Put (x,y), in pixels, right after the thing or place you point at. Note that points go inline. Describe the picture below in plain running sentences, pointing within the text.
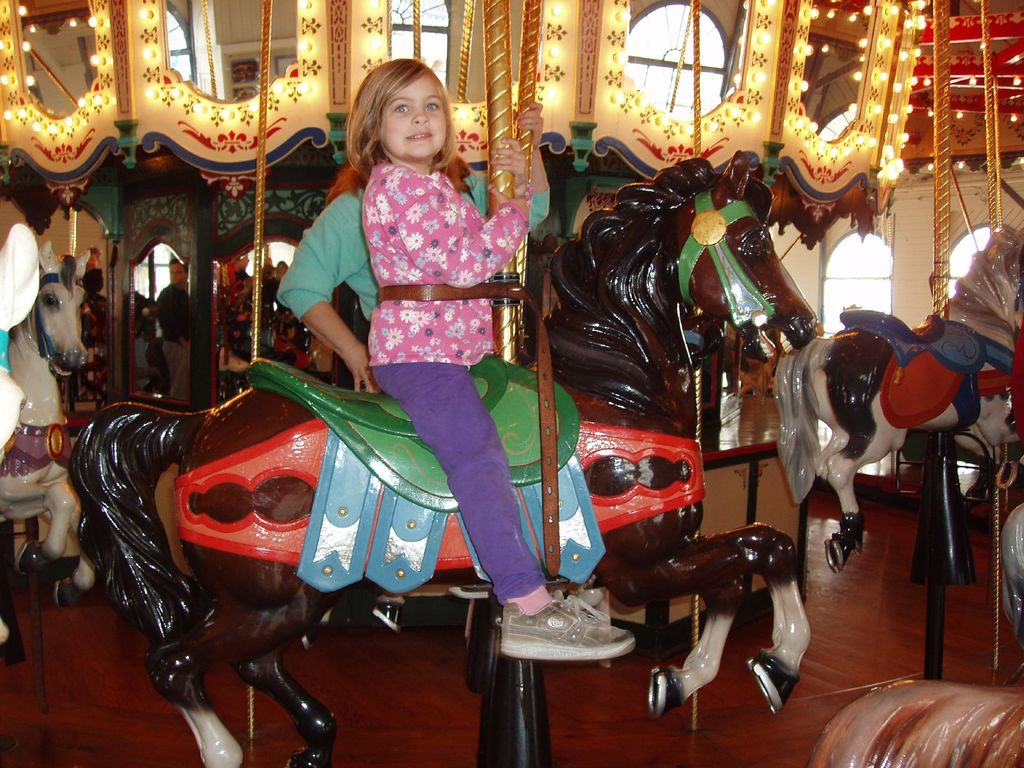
This is the picture taken in a room (980,240), the girl (418,300) in pink shirt (421,237) was sitting on a toy horse (361,524). Behind the girl (421,306) there is other person (358,269) standing on the floor (460,682) and group of people (179,311) are also standing on the floor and the wall (123,94) is decorated with lights (752,90).
